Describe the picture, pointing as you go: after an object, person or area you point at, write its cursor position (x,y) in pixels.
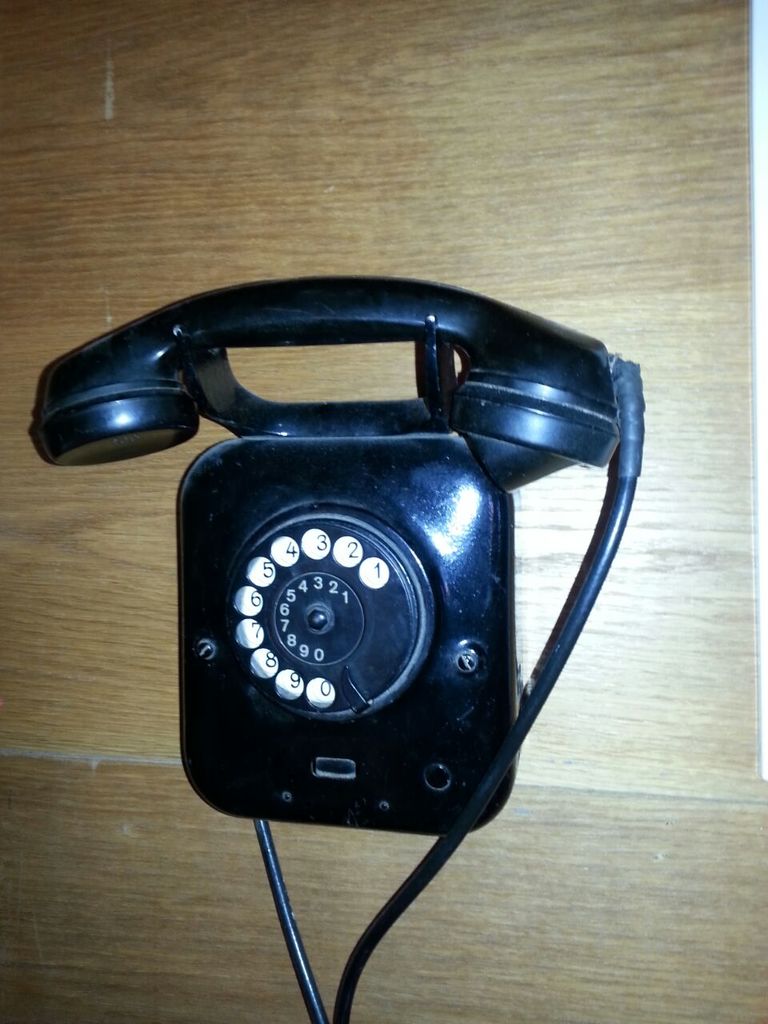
Here we can see a landline telephone (371,430) on a wooden platform (746,254).
